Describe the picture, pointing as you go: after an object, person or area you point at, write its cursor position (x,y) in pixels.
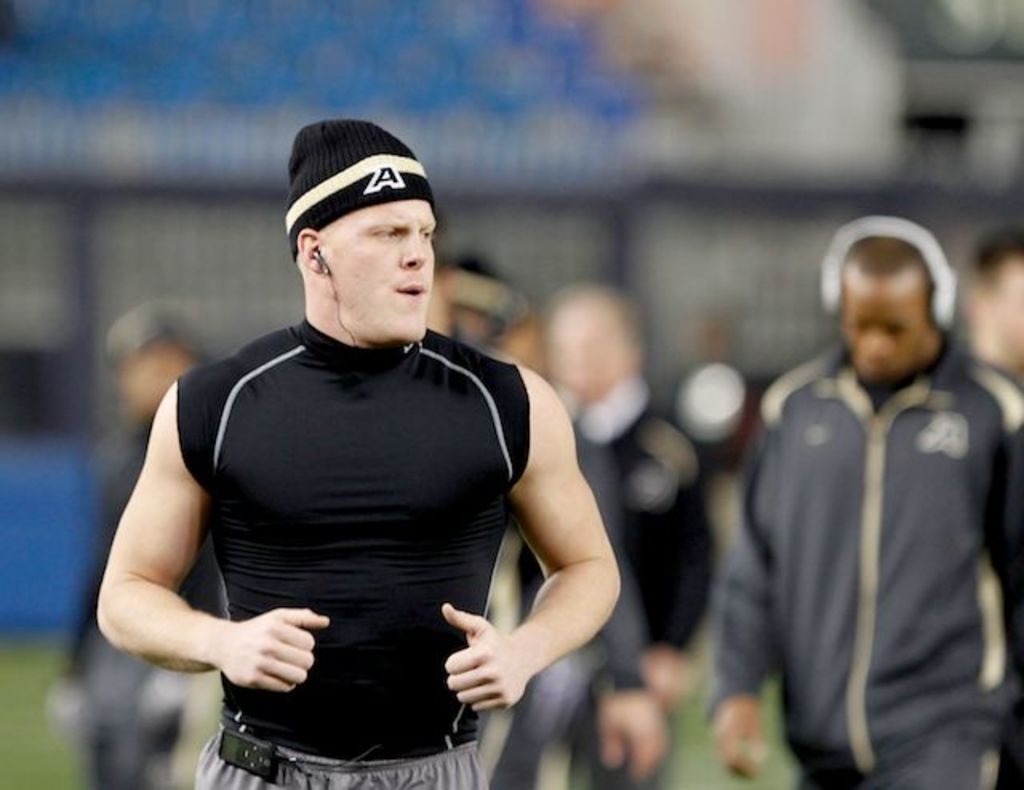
This is the picture of a person (432,627) in black dress (279,412), cap (364,129) and behind there are some other people (647,470).
